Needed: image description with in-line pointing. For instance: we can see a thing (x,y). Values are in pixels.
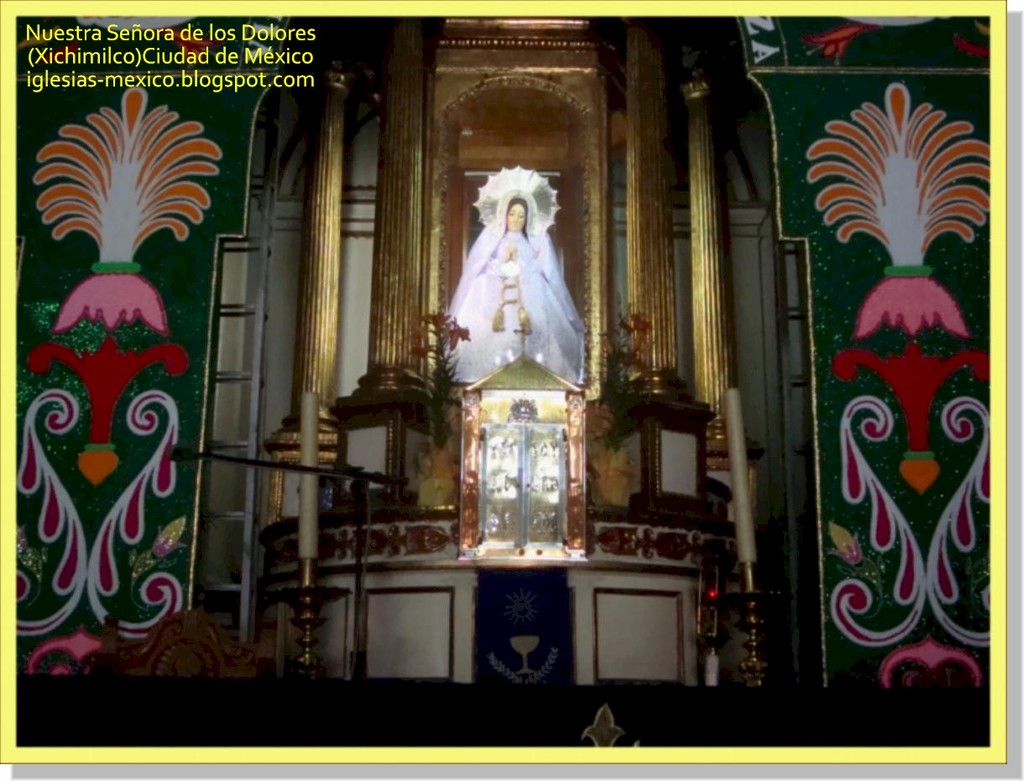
In this image in the center (526,318) there is a statue (526,300). On the right side (892,371) there is a poster (912,418) and there is a stand (739,557). On the left side (106,489) there is a poster (109,414) which is green in colour and there is a stand (311,534). In the background (233,355) there is wall (278,309) and there is a window (226,336) and there is some text (197,58) written on the image.
